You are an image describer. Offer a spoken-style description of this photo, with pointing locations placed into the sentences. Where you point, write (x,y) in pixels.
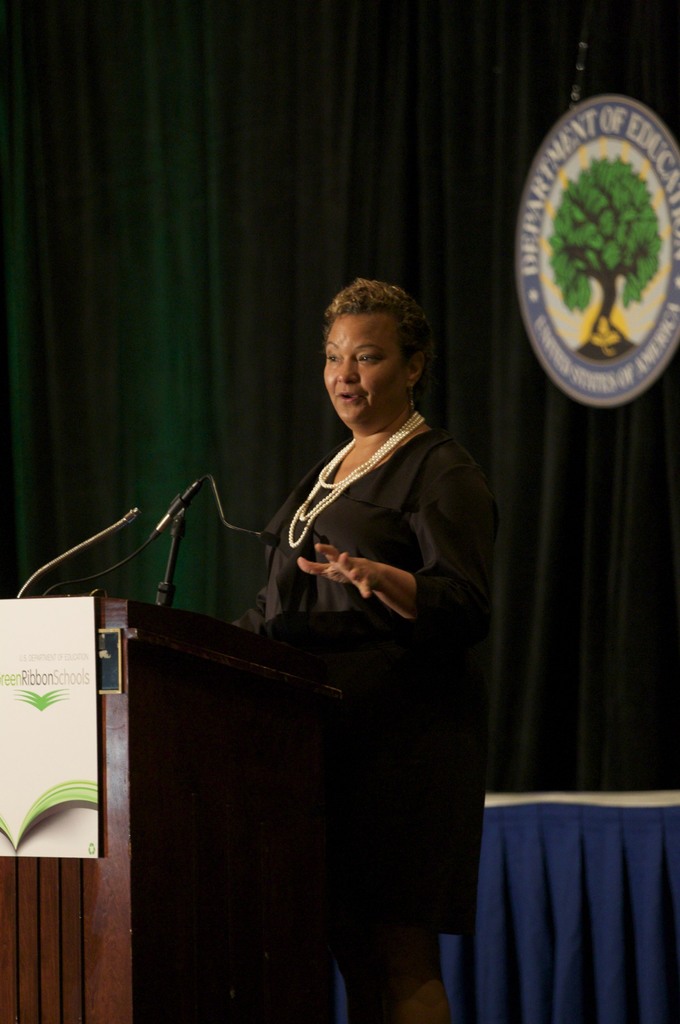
In this image there is a lady (393,654) standing on the stage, in front of her there is a table (130,702). On the table (173,624) there is a mike (183,530). In the background (359,193) there are curtains (632,782) and a logo (540,206).
